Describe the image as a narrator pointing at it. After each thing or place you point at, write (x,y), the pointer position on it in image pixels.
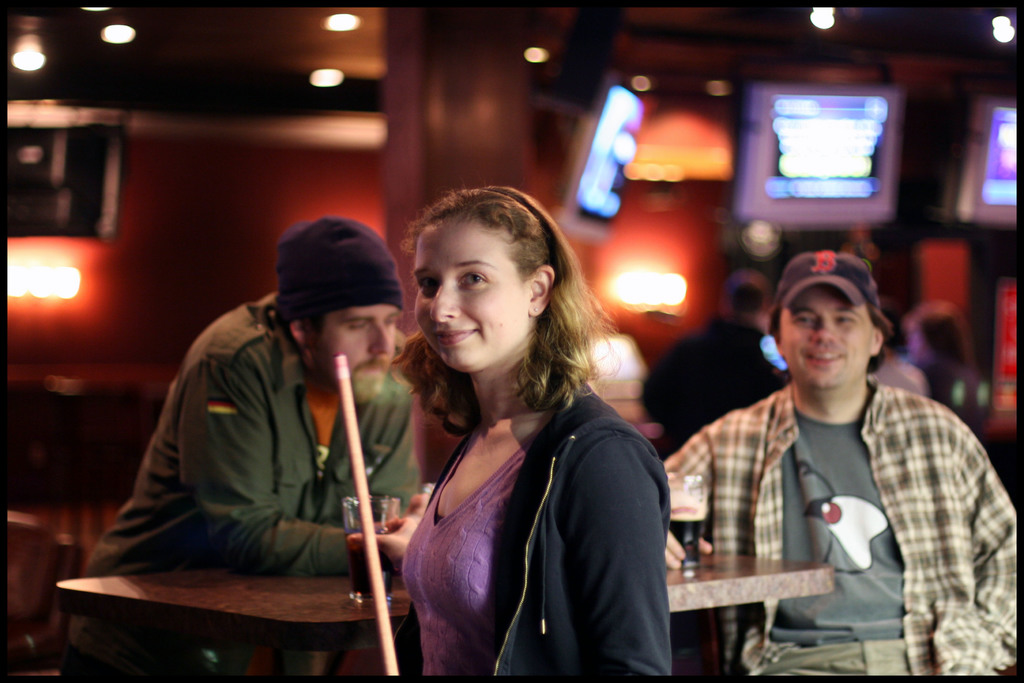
In this picture we can see two men (756,509) and a woman (633,460) here, they are holding glasses (377,532) of drinks (690,513), there is a table (361,608) here, we can see a stick (383,613) here, in the background (865,156) there are some lights (684,155) and screens (743,147).
